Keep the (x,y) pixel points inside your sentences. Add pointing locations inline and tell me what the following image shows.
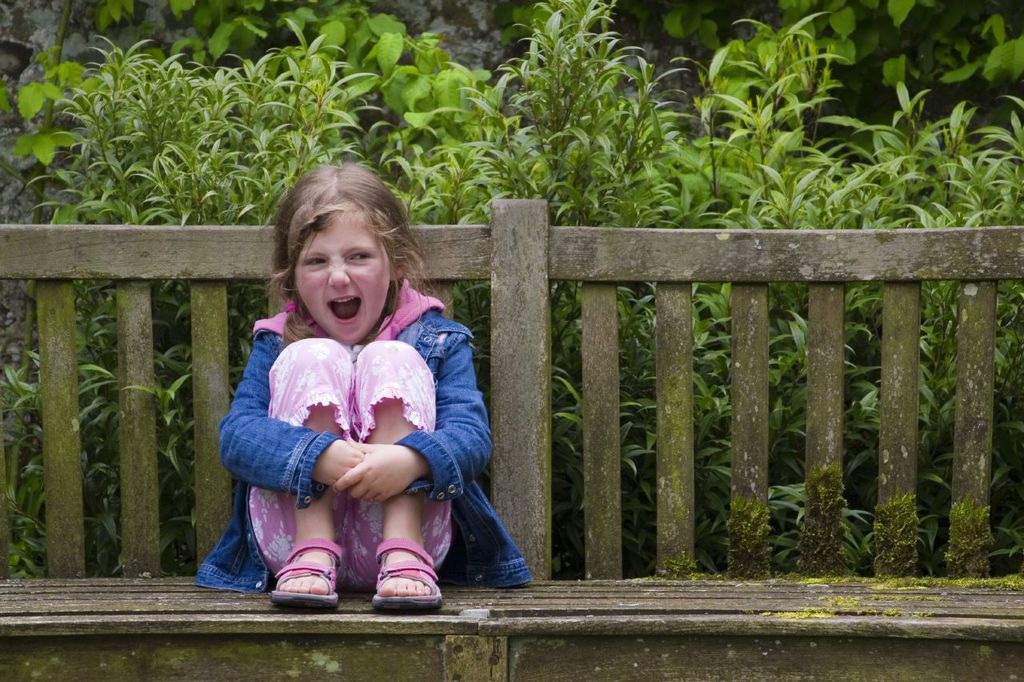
A girl (297,187) is sitting on the chair (385,664). She wears a pink color dress (355,395) and footwear (426,560) behind her there are plants (547,155).
